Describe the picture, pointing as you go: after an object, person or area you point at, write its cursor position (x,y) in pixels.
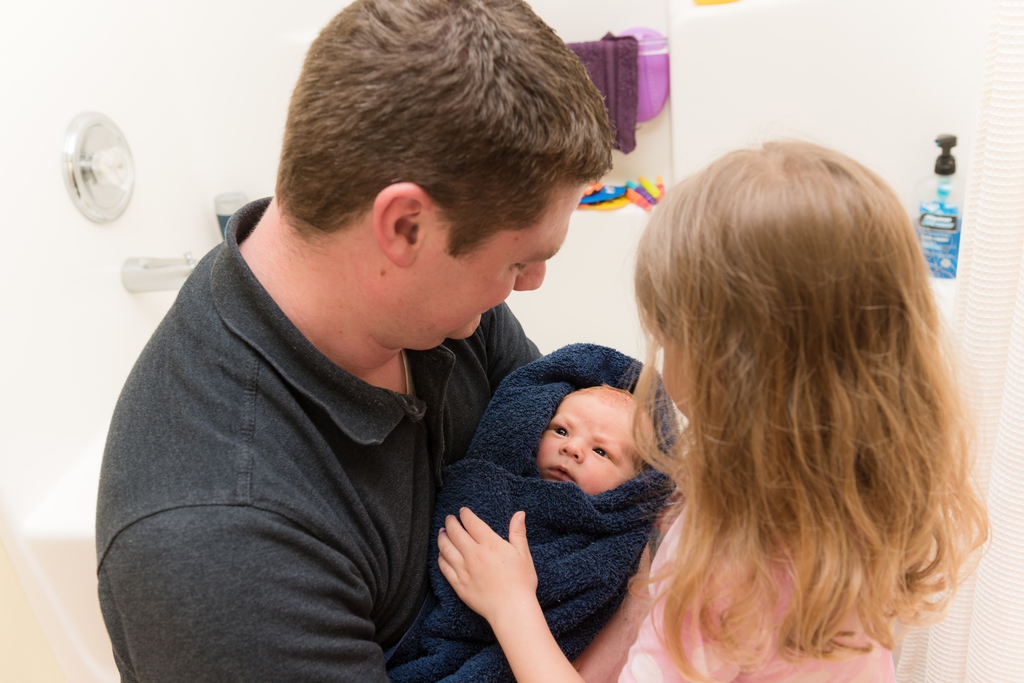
This image is taken indoors. In the background (637,156) there is a wall (107,308). There is a napkin (625,105) and there are a few things (628,190) on the shelf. There is a hand wash liquid (939,217) in the bottle (955,210). On the right side of the image (1009,596) there is a curtain (999,642). In the middle of the image (446,306) a man (428,394) is standing and he is holding a baby (597,433) with a towel (528,498) in his hands (649,575) and there is a kid (742,406) standing on the floor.
